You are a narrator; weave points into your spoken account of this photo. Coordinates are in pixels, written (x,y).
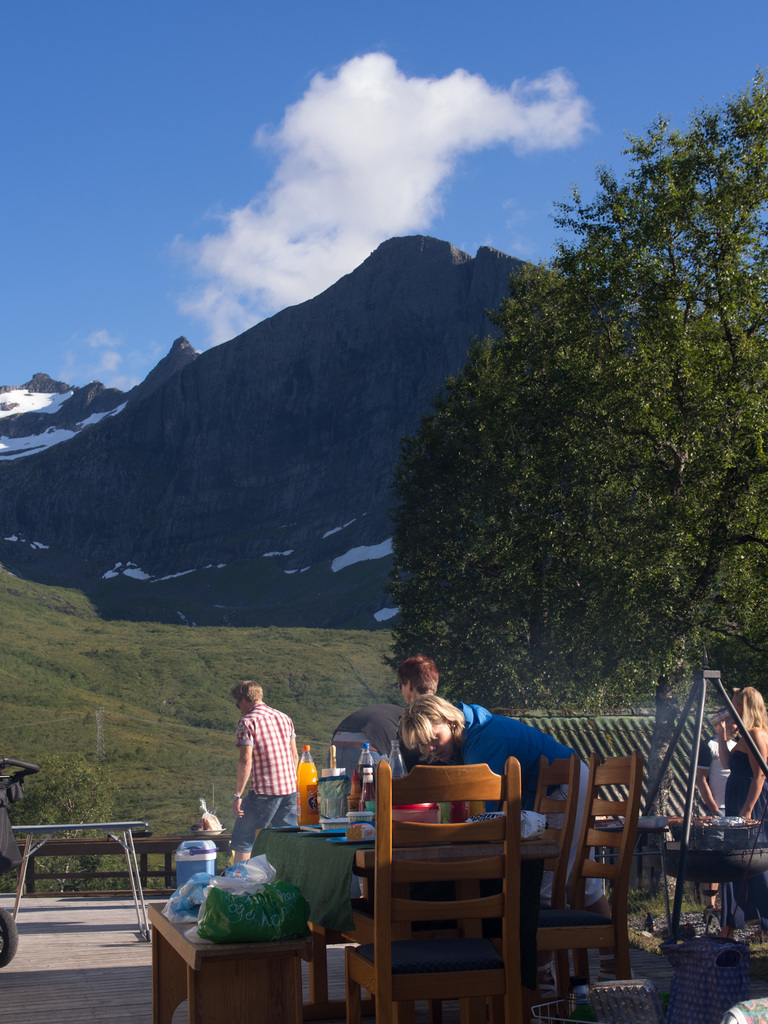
Here we can see some persons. This is table (361,853). On the table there are bottles (310,812). There are chairs (616,899). On the background (607,659) we can see trees (589,558). This is mountain (287,371) and there is a sky (352,155) with clouds (390,166).
